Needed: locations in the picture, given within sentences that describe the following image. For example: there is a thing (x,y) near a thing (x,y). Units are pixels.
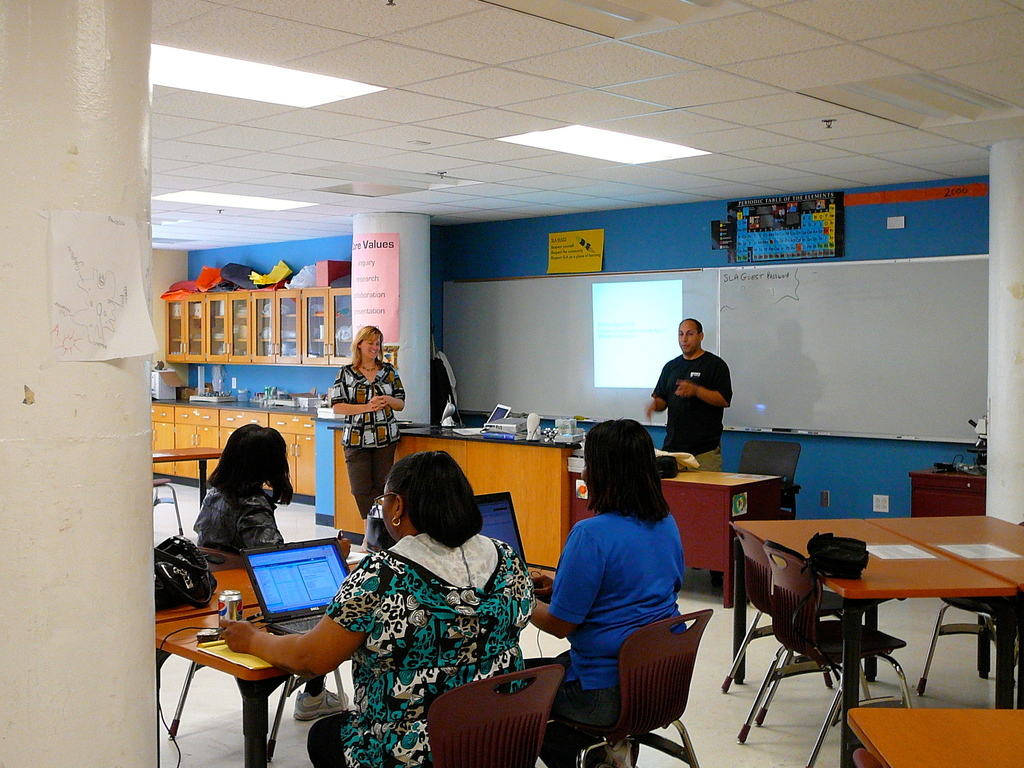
In this picture there are three women (380,595) sitting on the chair (338,686). There is a laptop (267,582), handbag (198,593), coke tin (232,608), wire (188,630) on the table (199,610). There are papers (946,548) on the table (935,564). There is a man (672,393) and a woman (399,403) standing. There are few objects (514,432) and laptop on the desk (529,474). There are some items (215,310) in the cupboard (223,346) There is a poster (380,278) on the wall (654,263). There are lights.
